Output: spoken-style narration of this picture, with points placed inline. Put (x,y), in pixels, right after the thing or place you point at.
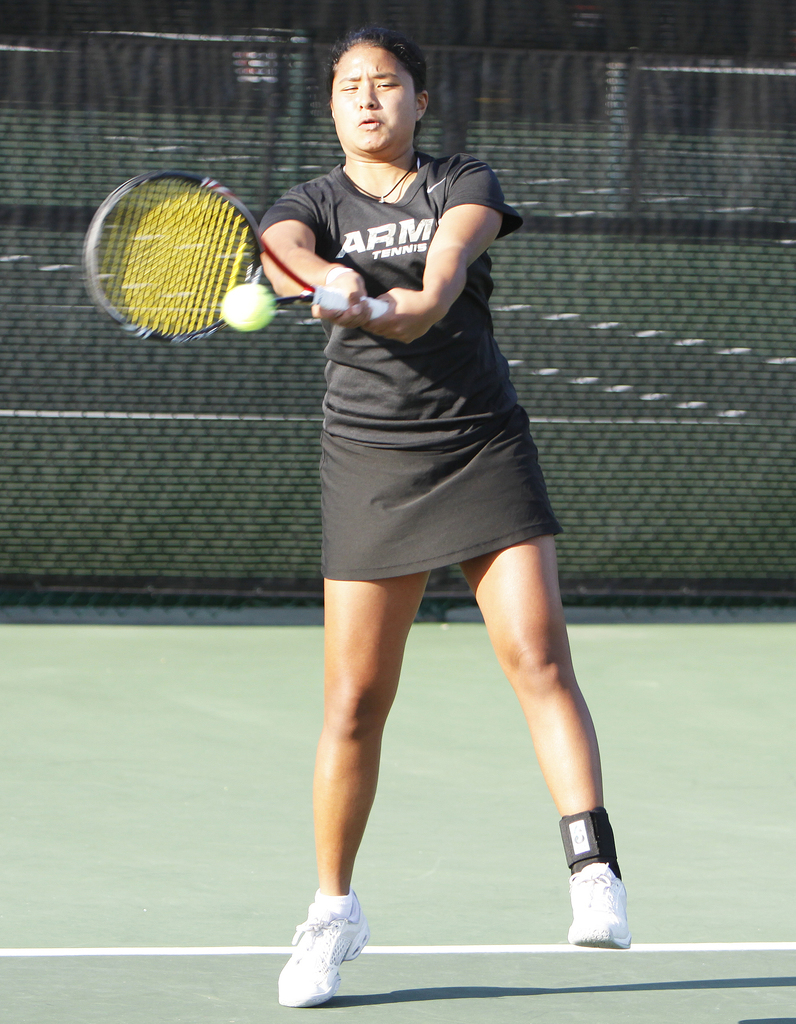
In this image we can see a woman (426,403) is standing. She is wearing black color dress (431,368) and holding racket (206,232) in her hand (359,317). In front of the racket (254,235) ball (249,313) is present. Background of the image (613,96) black color fencing (227,115) is present. Bottom of the image (665,707) green color floor (449,886) is there.
